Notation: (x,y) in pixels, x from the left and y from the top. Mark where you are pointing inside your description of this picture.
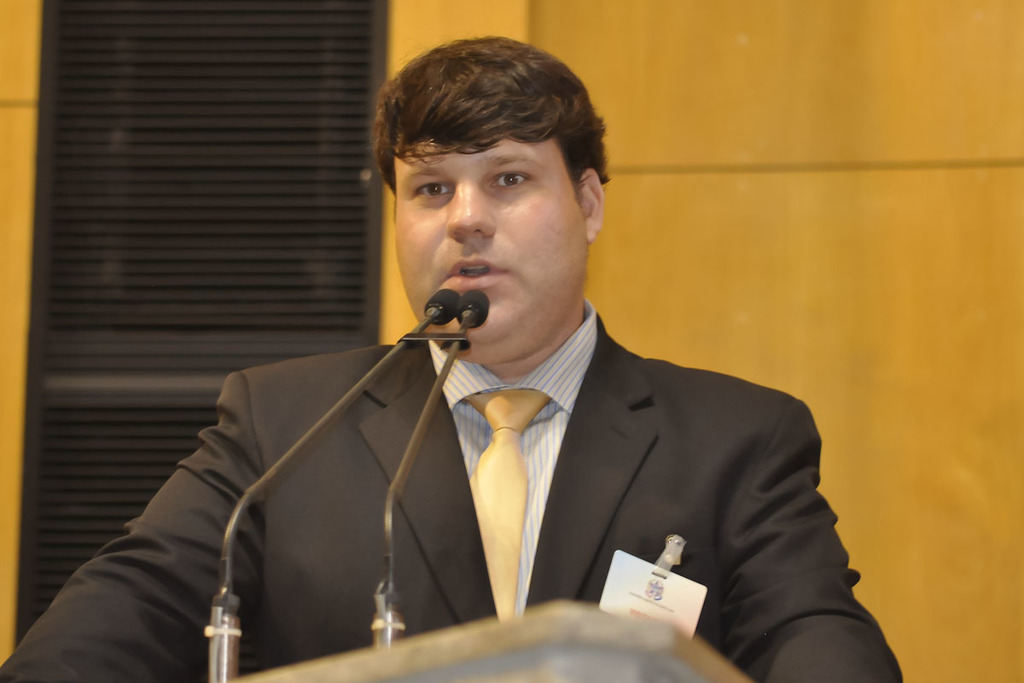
In this image, I can see the man (515,500) standing. These are the mikes (428,315). In the background (722,141), I can see the wall (758,139). At the bottom of the image (556,621), It looks like a podium (613,664).
